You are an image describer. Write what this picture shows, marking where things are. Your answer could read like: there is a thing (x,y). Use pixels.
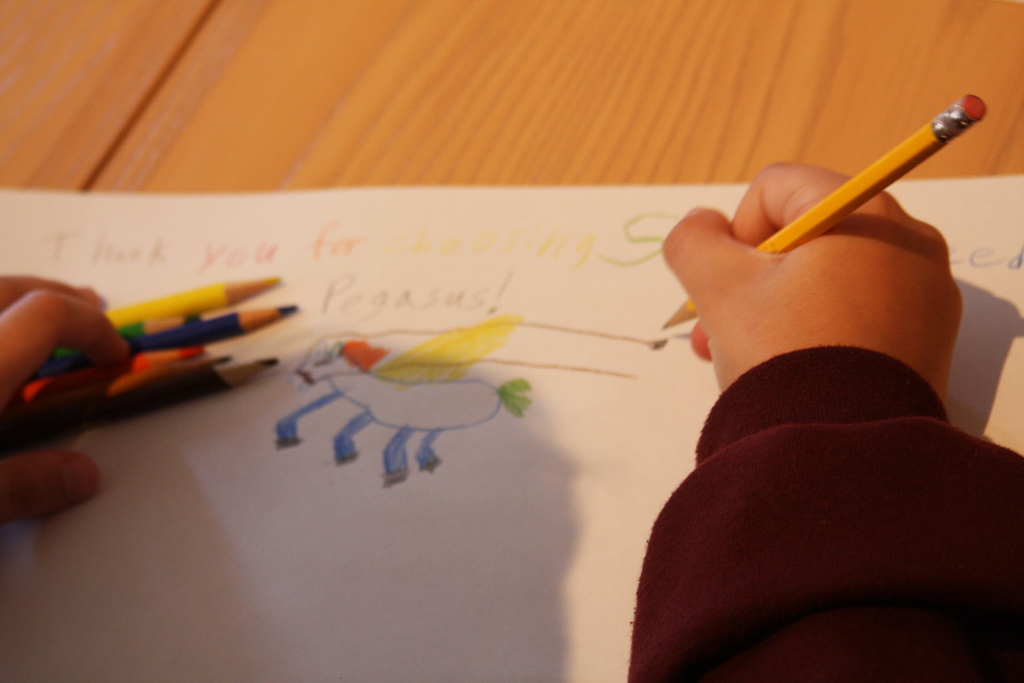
In this picture, we can see a person hands (734,293) holding a pencil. Here we can see white paper (412,533). On that paper (563,418), we can see some text (452,301) and figure (395,463). On the left side of the image (192,391), we can see color pencils (190,344). Top of the image (505,83), we can see wooden surface (518,100).
